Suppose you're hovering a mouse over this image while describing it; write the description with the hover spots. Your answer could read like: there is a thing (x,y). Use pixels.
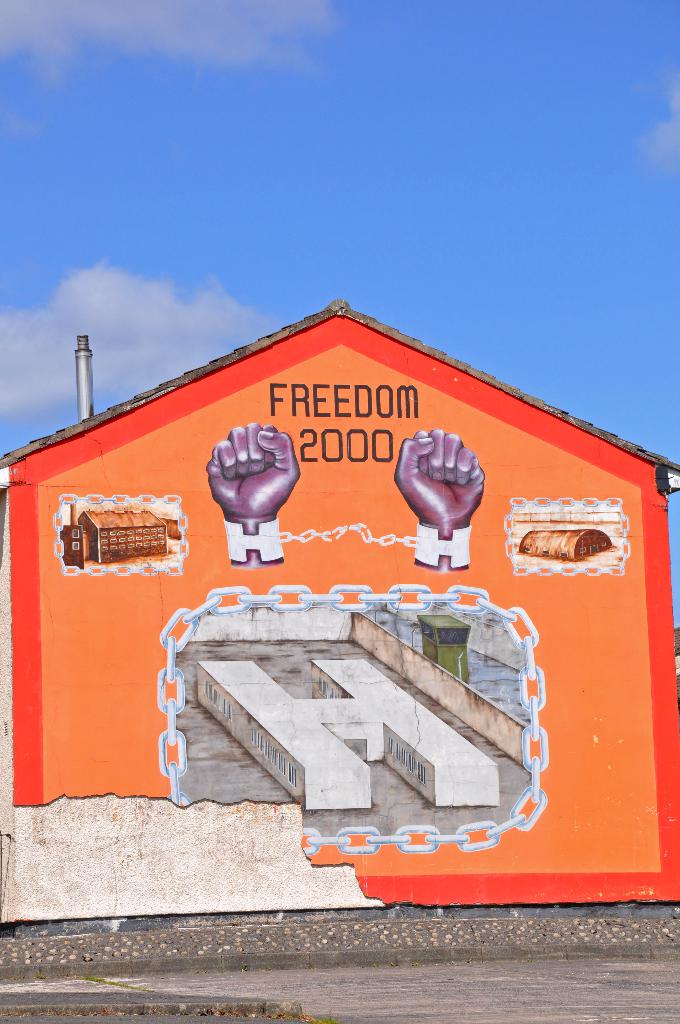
In this picture there is a shed (433,428). On the wall (292,511) I can see the painting (422,518). At the top (258,185) I can see the sky (329,140) and clouds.
